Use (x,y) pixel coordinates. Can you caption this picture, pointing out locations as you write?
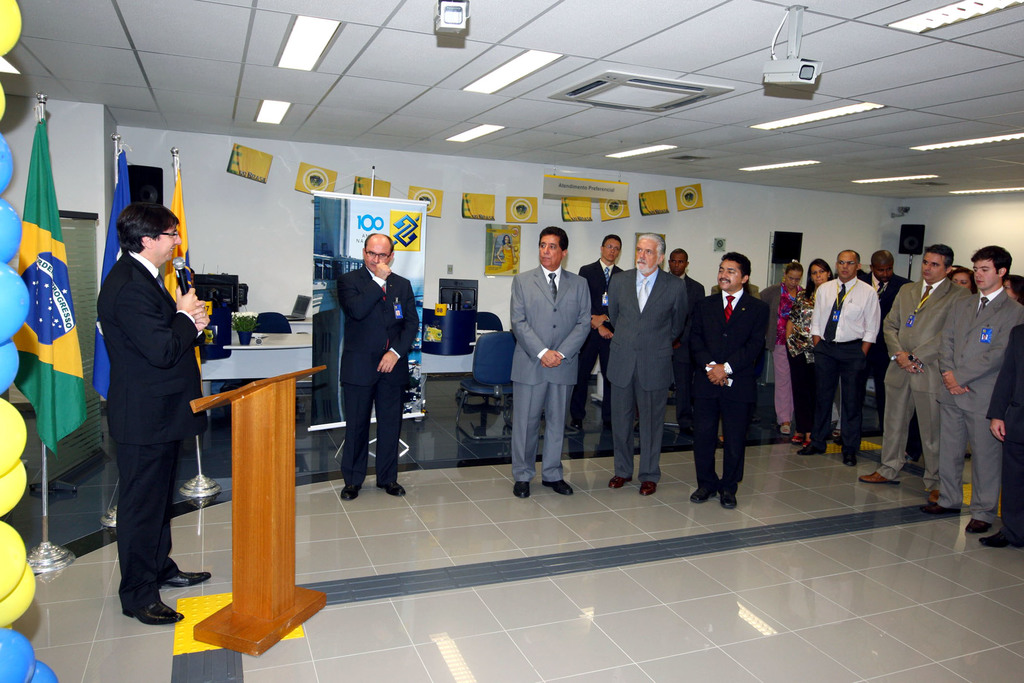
In this image there are people (1011,404) standing. On the left (166,403) there is a man (129,393) standing and holding a mic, before him there is a podium (224,632) and we can see balloons (13,234). There are flags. In the background (201,216) there is a wall (292,211) and we can see boards (570,220) placed on the wall (750,251). We can see speakers (784,259), chair (509,370) and tables (286,346). At the top (327,42) there are lights (307,31).
